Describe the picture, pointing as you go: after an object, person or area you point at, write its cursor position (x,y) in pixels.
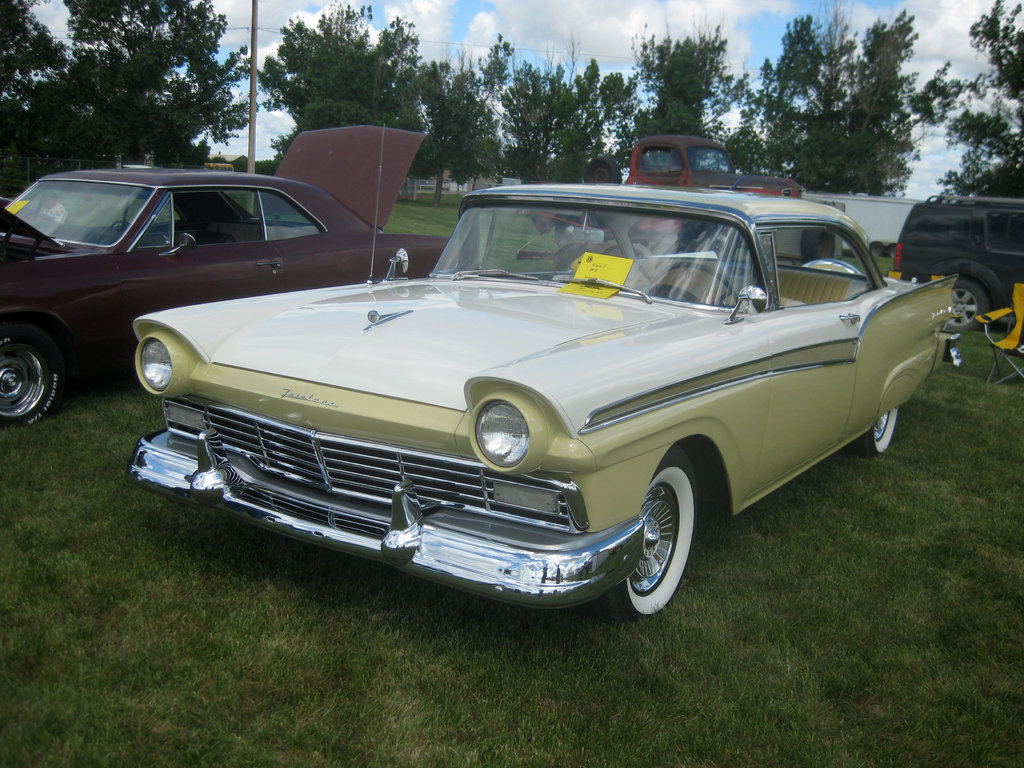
Here in this picture we can see vintage cars (383,306) present on the ground (123,444) over there and we can see grass (904,424) covered all over there and we can see trees (170,143) present behind it all over there and we can see pole (251,163) clouds (651,28) in sky (479,73).
